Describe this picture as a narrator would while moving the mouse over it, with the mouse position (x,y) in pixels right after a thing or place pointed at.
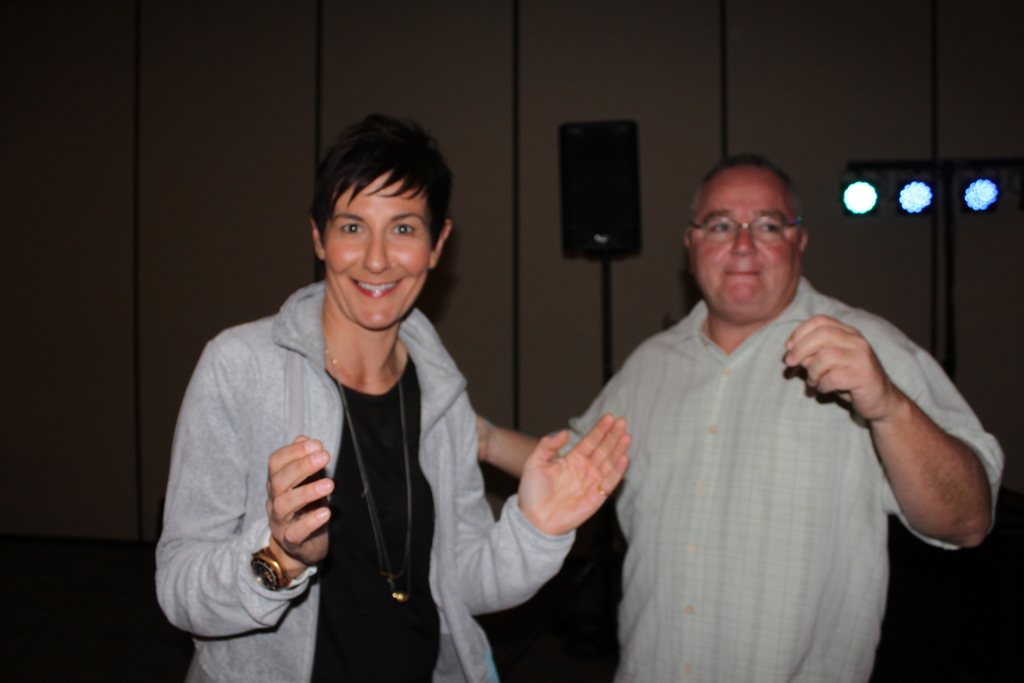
In this image there are two people (771,505) standing, behind them there is a speaker (627,224) and few lights (917,190). In the background (615,64) there is a wall (966,216).
